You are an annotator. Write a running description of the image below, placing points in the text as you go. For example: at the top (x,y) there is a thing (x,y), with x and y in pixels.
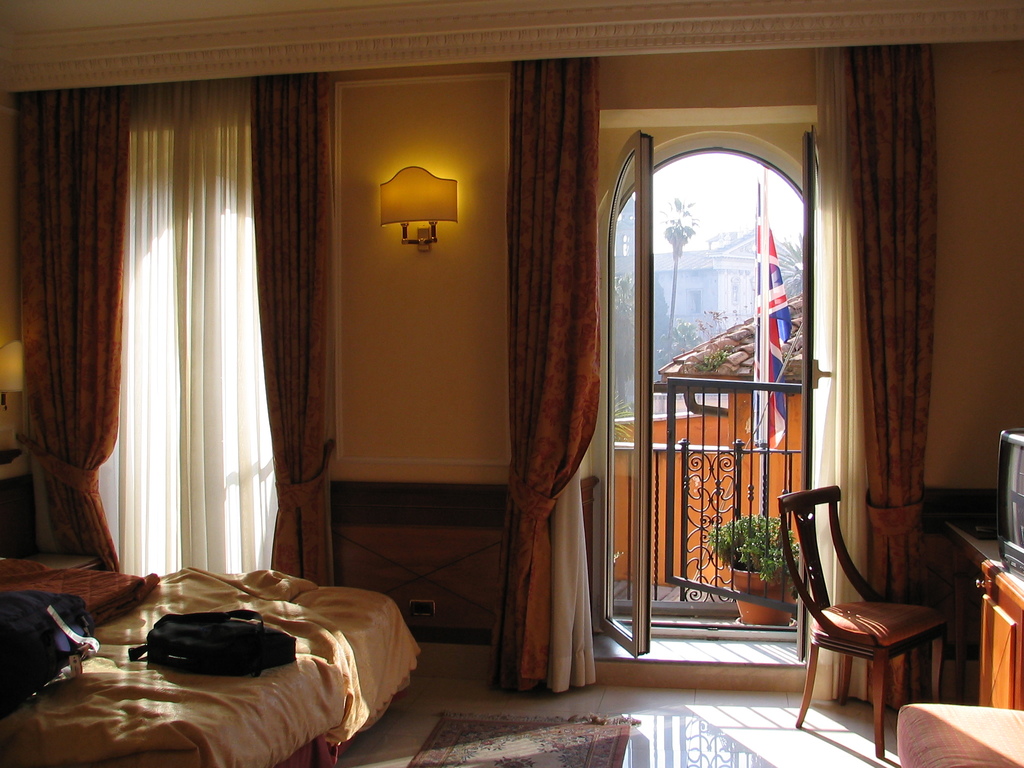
In this picture I can observe a room (466,113). On the left side (129,592) I can observe a bed (217,708). On the right side (914,611) there is a table (982,561) and chair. I can observe curtains (134,520) in the middle of the picture (525,489). In the background (719,291) there is a building (696,286) and trees (677,343).
